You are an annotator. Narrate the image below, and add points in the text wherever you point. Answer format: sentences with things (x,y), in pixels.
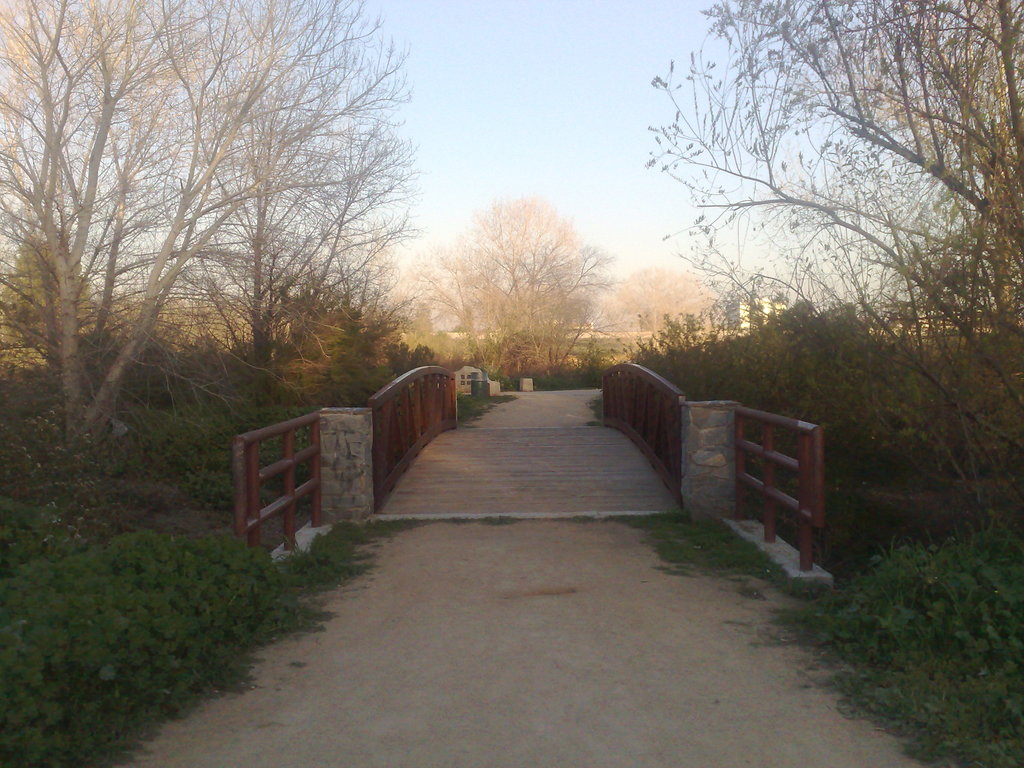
In this picture we see a narrow single lane bridge (497,440) surrounded by trees (322,306) and plants (46,752).
